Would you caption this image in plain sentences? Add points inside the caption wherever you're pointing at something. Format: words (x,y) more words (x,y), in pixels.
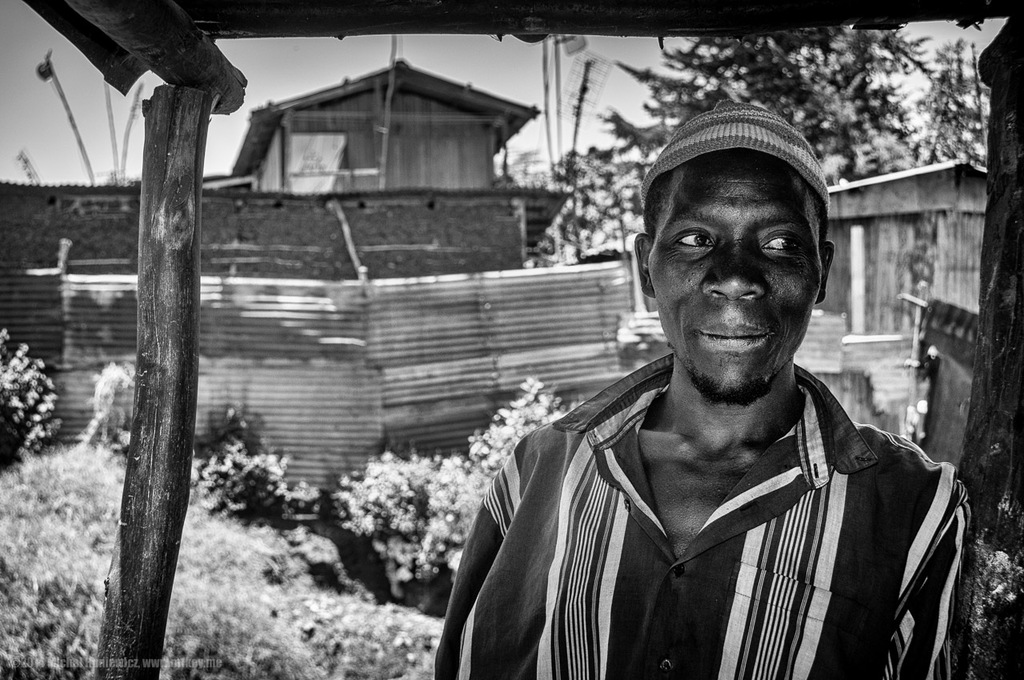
In this image in the foreground (735,345) a person (674,322) wearing a cap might be visible on tent (154,13), there are wooden sticks (184,152) visible in the middle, backside of person (746,338) there are tent houses (412,131), fence (239,334), plants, trees (803,60) and the sky (637,99) visible.
